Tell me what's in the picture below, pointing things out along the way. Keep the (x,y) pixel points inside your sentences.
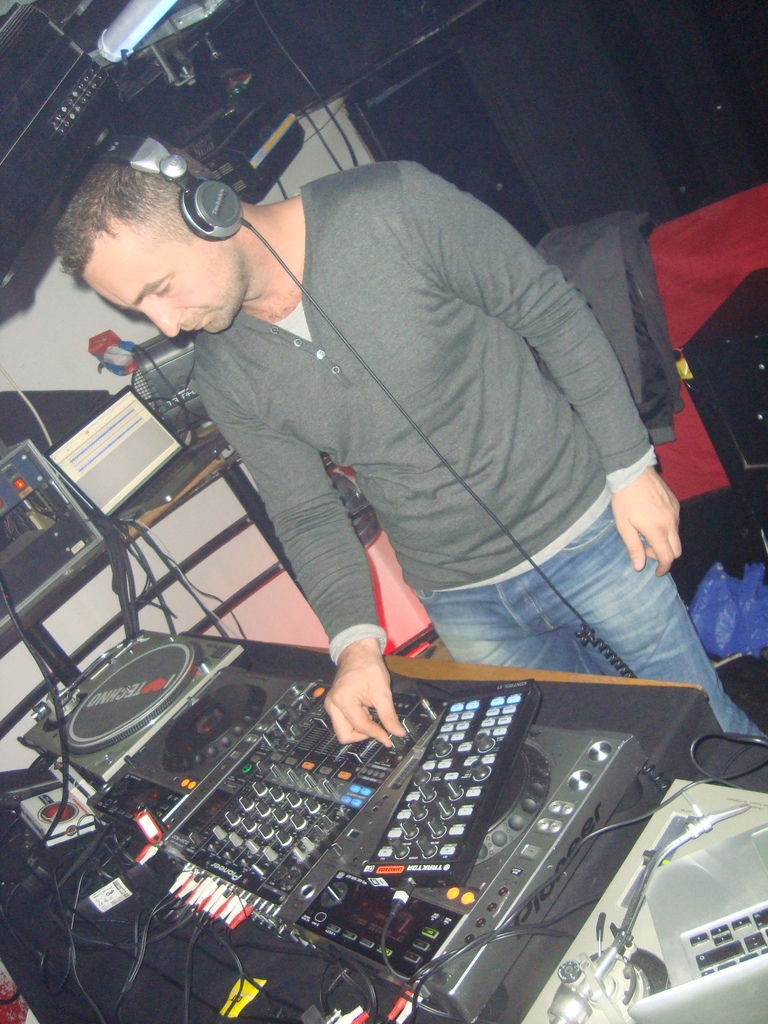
In this image we can see a man (271,471) wearing the headset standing beside a table (709,730) containing a device (389,845) with some buttons (406,808) and wires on it. On the left side (59,537) we can see a laptop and some electrical devices (70,544) on the table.
